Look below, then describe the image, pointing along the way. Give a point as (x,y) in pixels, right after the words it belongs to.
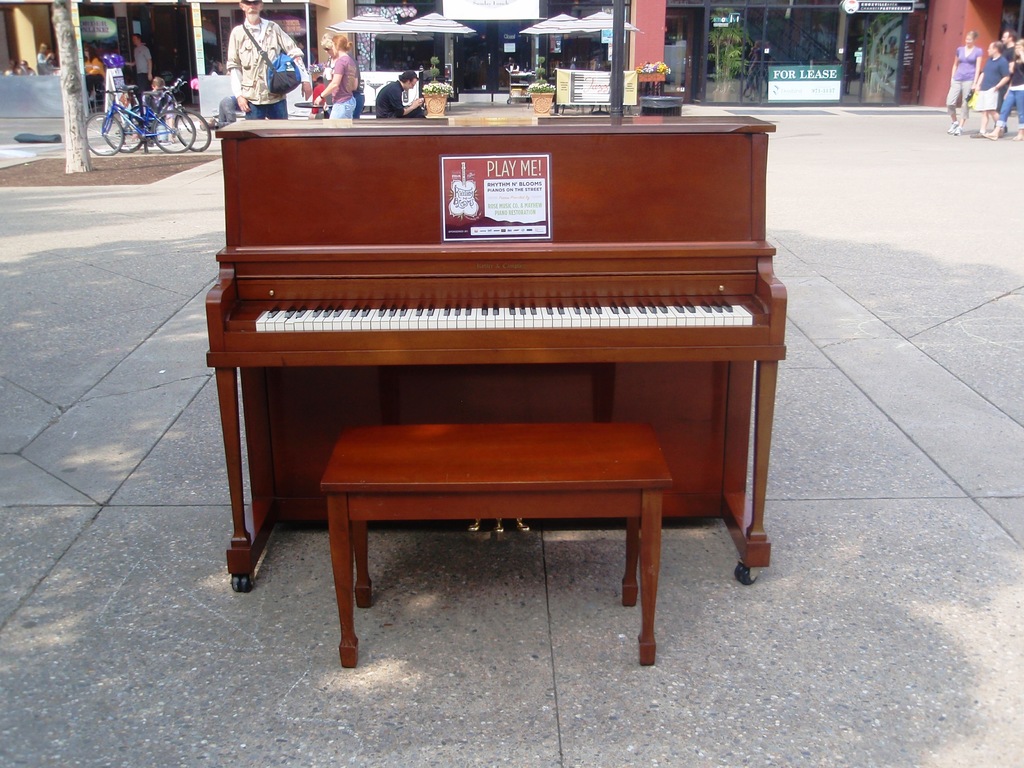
In this image I can see a piano (528,327) on the road (908,355). In the background (259,71) there are group of people (961,71) walking, bicycles (141,126) and the shop (559,38).
